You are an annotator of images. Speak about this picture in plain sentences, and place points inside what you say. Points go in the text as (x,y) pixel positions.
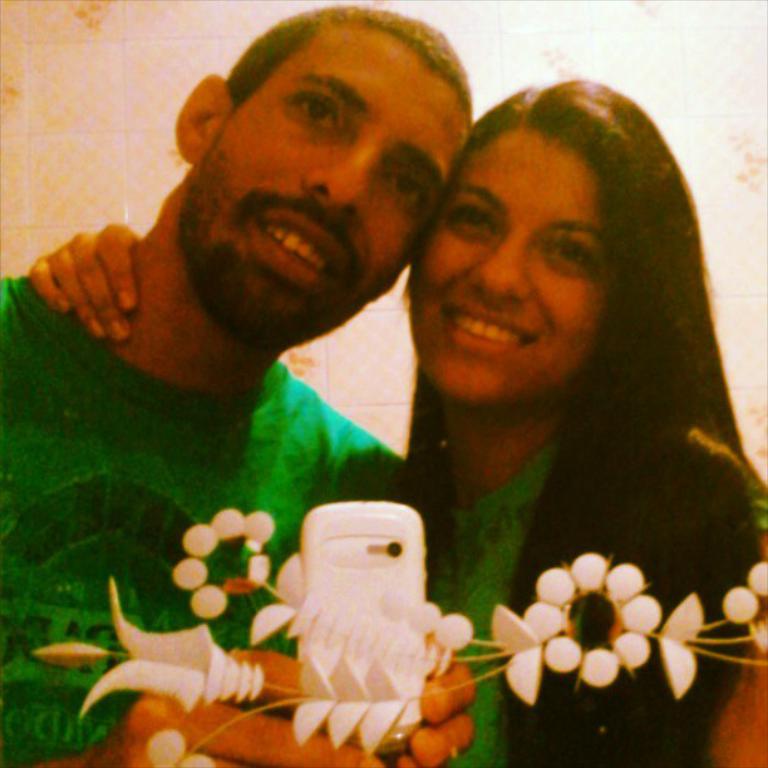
In the image there is a man (196,392) in green t-shirt (313,428) and a woman (623,552) smiling and standing in front of mirror (211,38) taking picture in cell phone (356,640).
